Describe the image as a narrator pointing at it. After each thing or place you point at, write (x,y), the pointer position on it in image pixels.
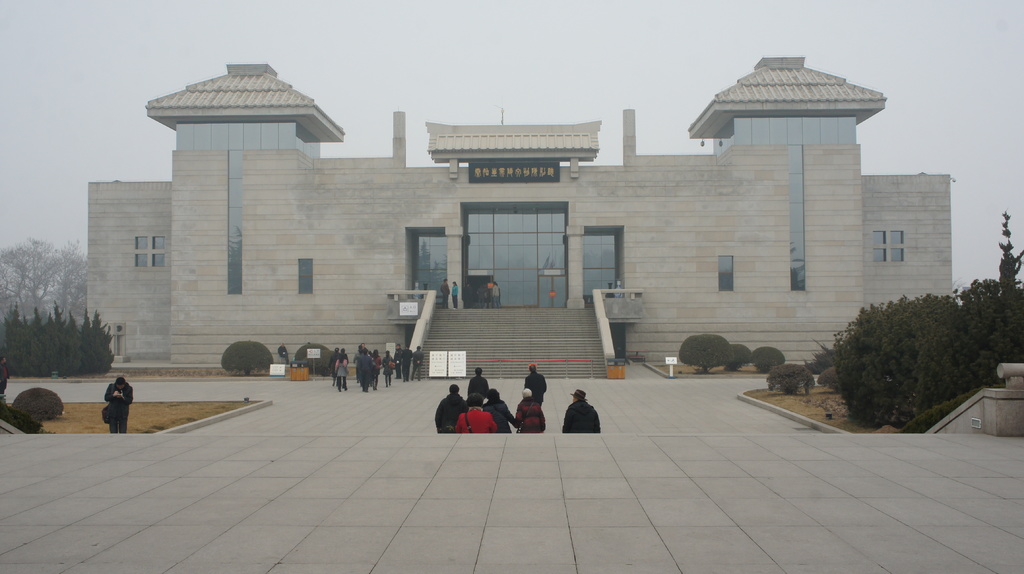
In this picture we can see a group of people (109,403) and some are walking on the ground (349,392) and some are standing and in front of them we can see steps (449,342), trees (262,359), name boards (461,357), building (299,201) and some objects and in the background (586,65) we can see the sky (567,42).
